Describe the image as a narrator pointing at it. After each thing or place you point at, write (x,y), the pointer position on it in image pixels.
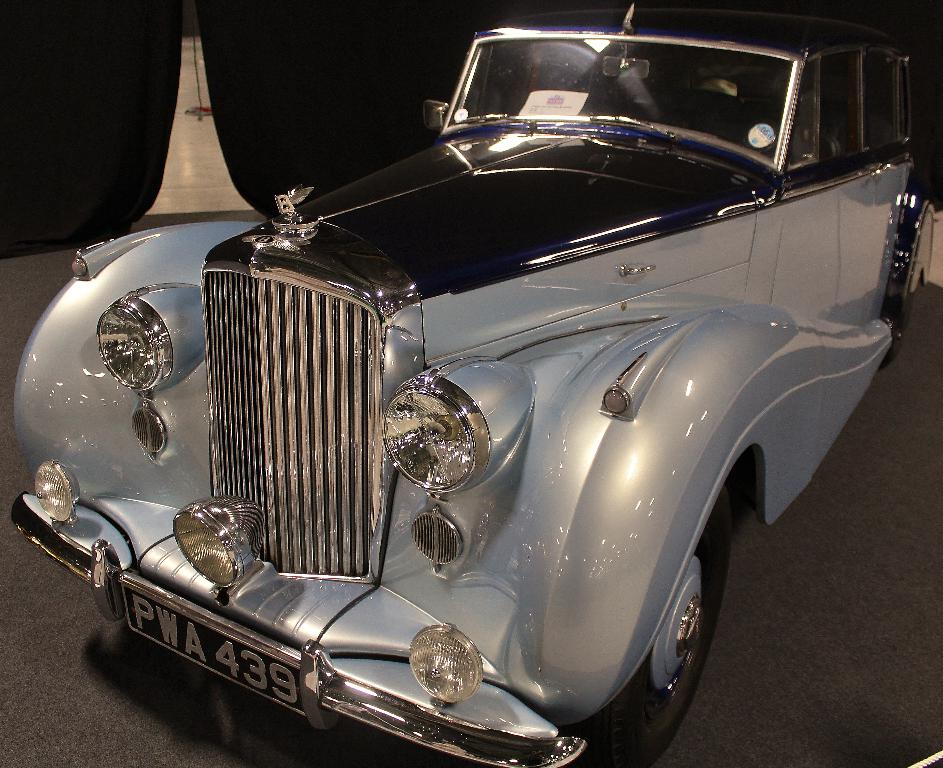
In this image in the center (526,483) there is a car (398,258), and there is a black background (104,14) and some object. At the bottom (80,621) there is floor (731,577).
